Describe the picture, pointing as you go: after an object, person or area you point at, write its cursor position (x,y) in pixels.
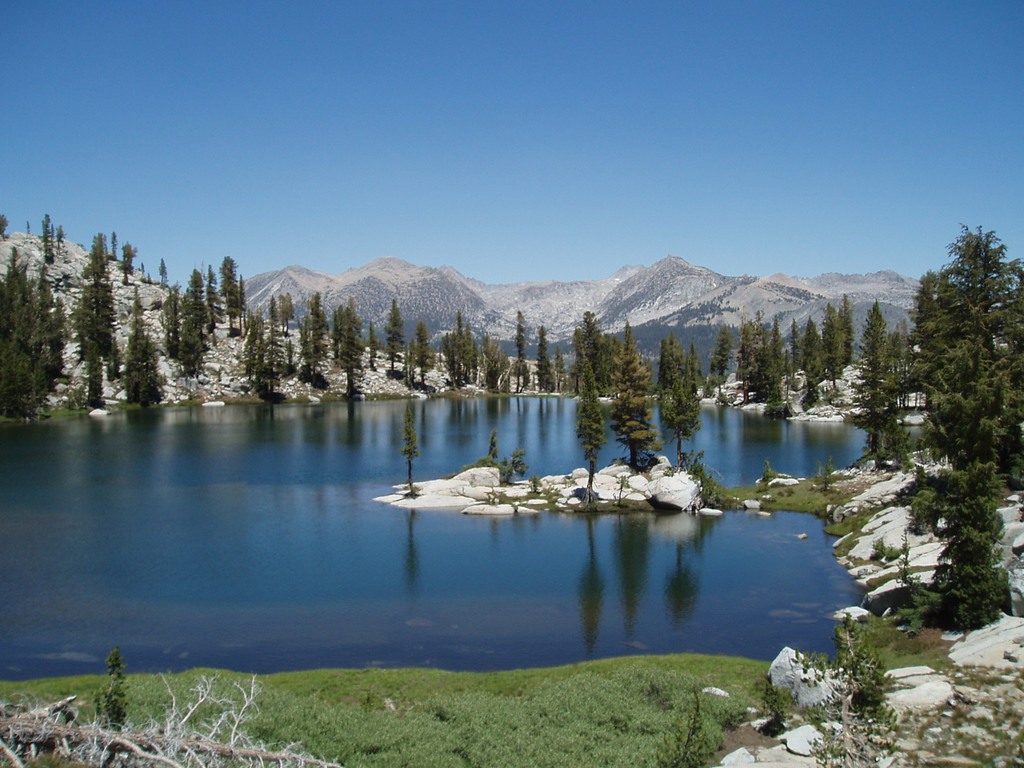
In this picture I can see hills (557,291) and I can see trees (751,387) and water (384,590) and I can see few rocks (973,662), plants (303,693) and I can see a blue sky (585,70).
